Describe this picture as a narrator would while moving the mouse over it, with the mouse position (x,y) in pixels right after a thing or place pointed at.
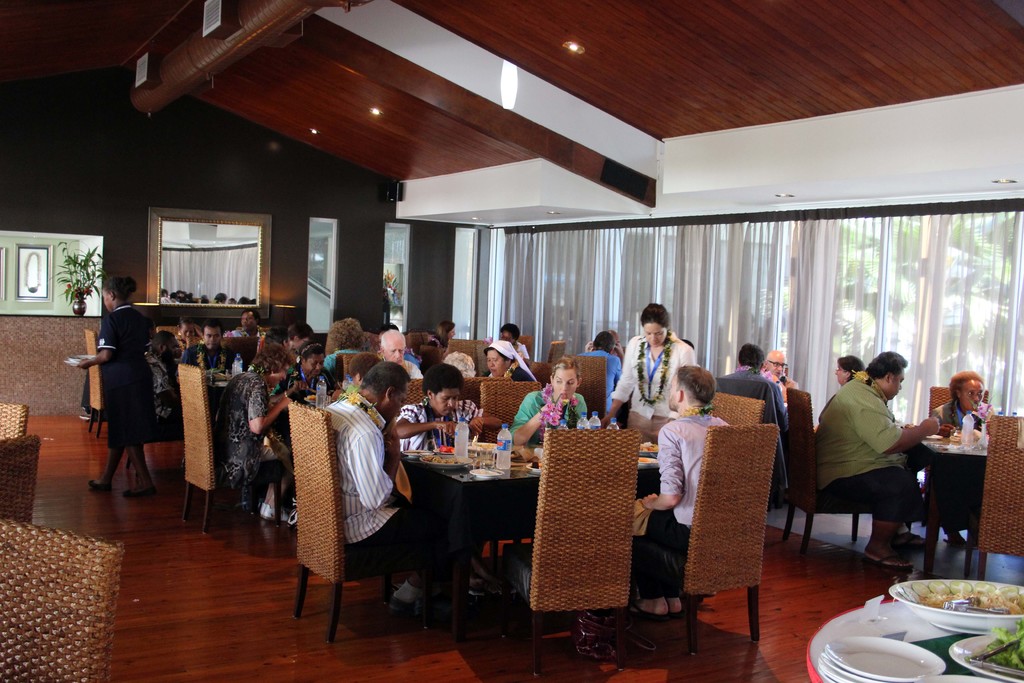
In this image we can see the inner view of a building (362,286) and there are some people (224,455) and among them few people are eating and there are some tables (459,545) with food items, bottles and other objects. We can see the wall (138,267) in the background (151,272) with a mirror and there is a photo frame (33,282) and we can see a flower vase (80,308).
